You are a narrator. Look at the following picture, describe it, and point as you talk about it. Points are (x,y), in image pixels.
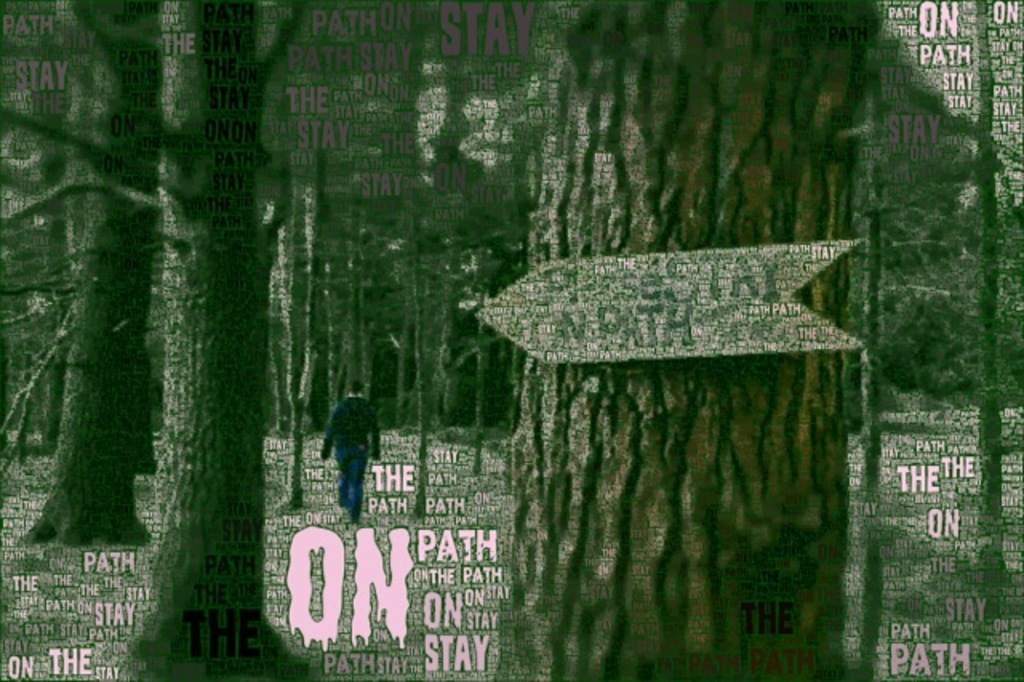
The picture consists of trees (204,495). In the center of the picture (372,405) there is a person (349,455) walking. In this picture we can see text (323,69).
